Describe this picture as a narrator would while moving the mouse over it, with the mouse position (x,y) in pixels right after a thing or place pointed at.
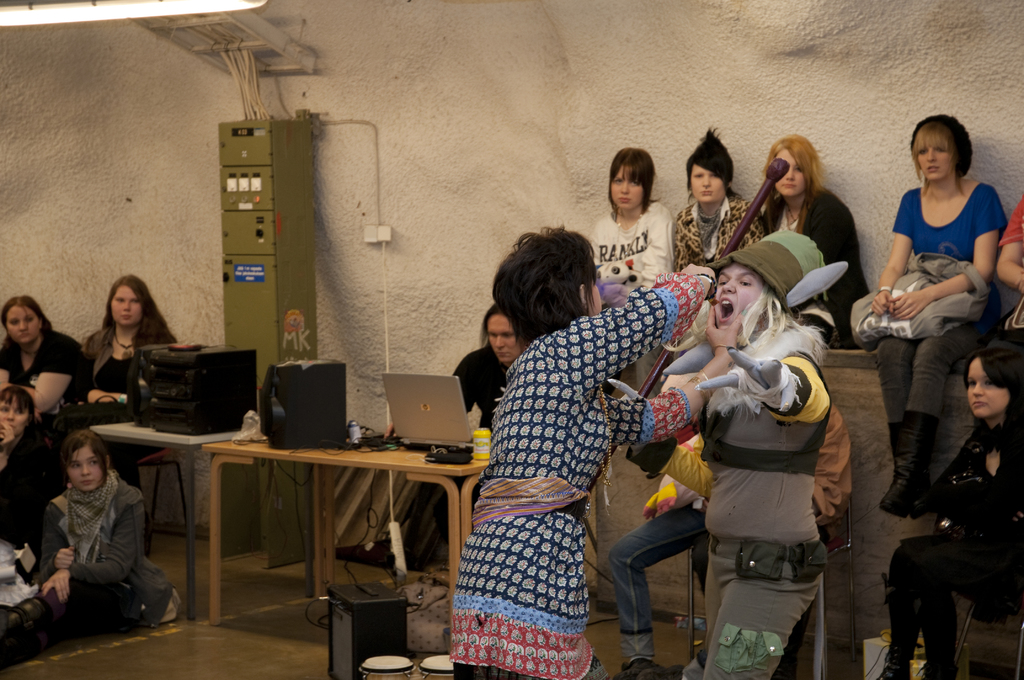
In this picture there are group of people (889,281) those who are sitting at the right side (889,301) and left side of the image (131,300) and there is a table (215,456) at the left side of the image (168,400) on which there is speaker (227,356) and laptop (457,400), there is a lady (687,319) who is standing at the center of the image (555,271) is forcing a girl (794,540) to have something in her mouth (727,306).
